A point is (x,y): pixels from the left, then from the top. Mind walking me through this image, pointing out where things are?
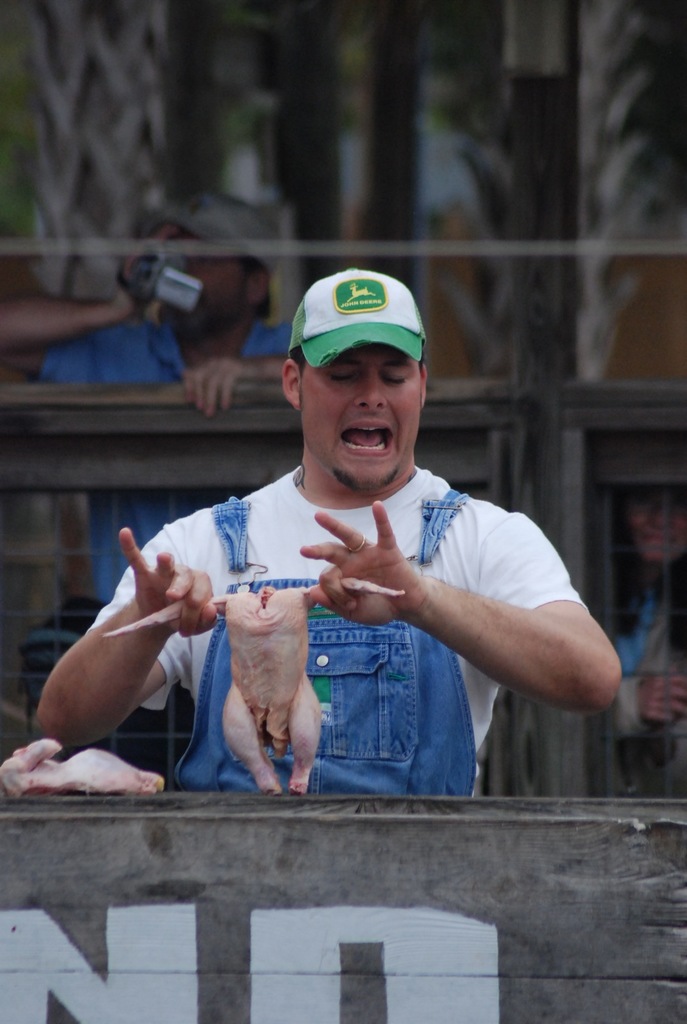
In the picture we can see a man (374,789) standing near the table (349,794) and holding a chicken (231,702) with two hands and he is with white T-shirt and cap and on the table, we can see a slice of chicken (119,774) and behind him we can see another person (108,523) standing behind the railing (68,469), holding a camera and capturing something.
